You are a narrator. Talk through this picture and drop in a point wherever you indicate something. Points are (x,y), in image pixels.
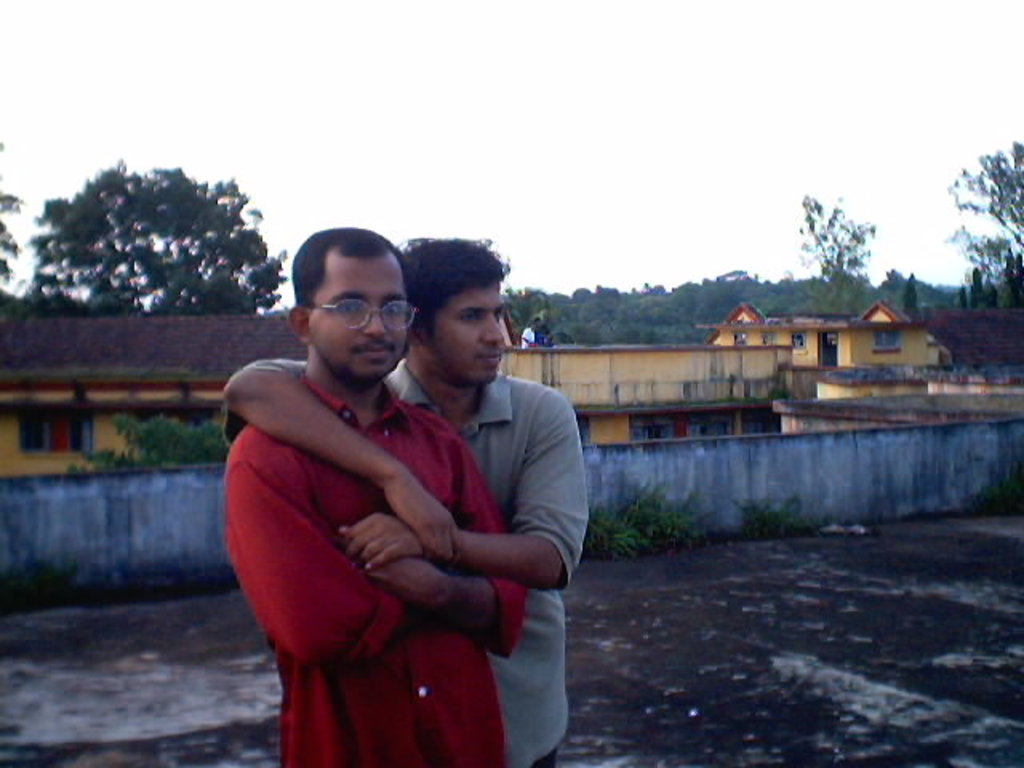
In this image we can see two men (419,416) standing. On the backside (559,373) we can see a wall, a person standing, some buildings (808,421), plants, a group of trees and the sky (728,103) which looks cloudy.
